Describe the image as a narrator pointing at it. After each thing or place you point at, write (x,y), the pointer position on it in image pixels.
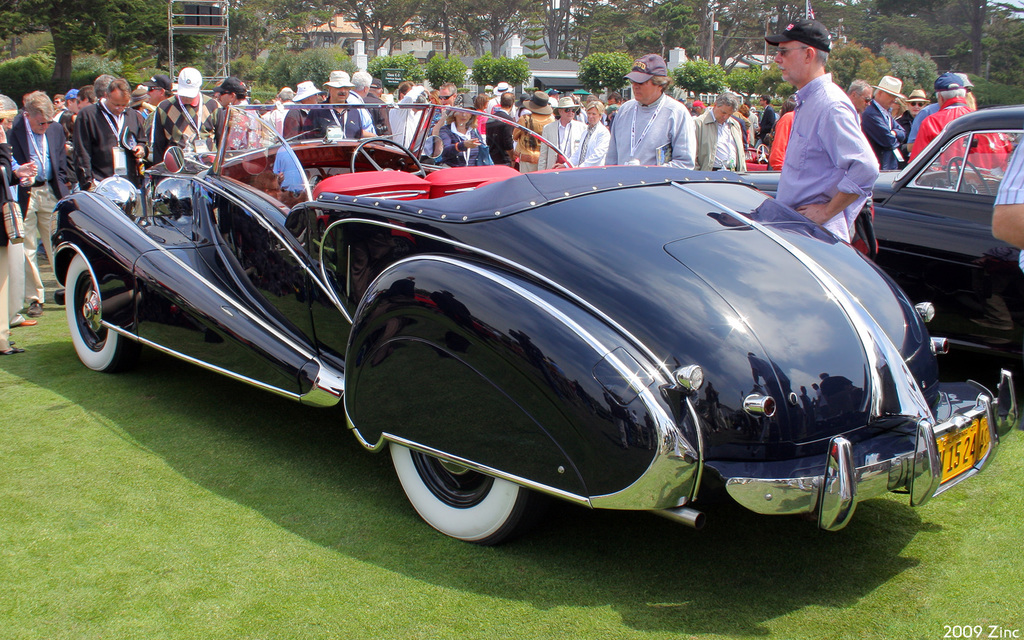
In this image there are few vehicles (320,329) on the grassland (226,512). Few people (49,127) are standing on the grassland (444,581). Right side (1022,185) a person's hand (1014,239) is visible. A person (797,124) wearing a black cap (815,30) is standing behind the vehicle (844,255). Left top there are few metal rods (169,58). Background (248,39) there are plants (307,61), trees (260,46) and buildings (517,53).
